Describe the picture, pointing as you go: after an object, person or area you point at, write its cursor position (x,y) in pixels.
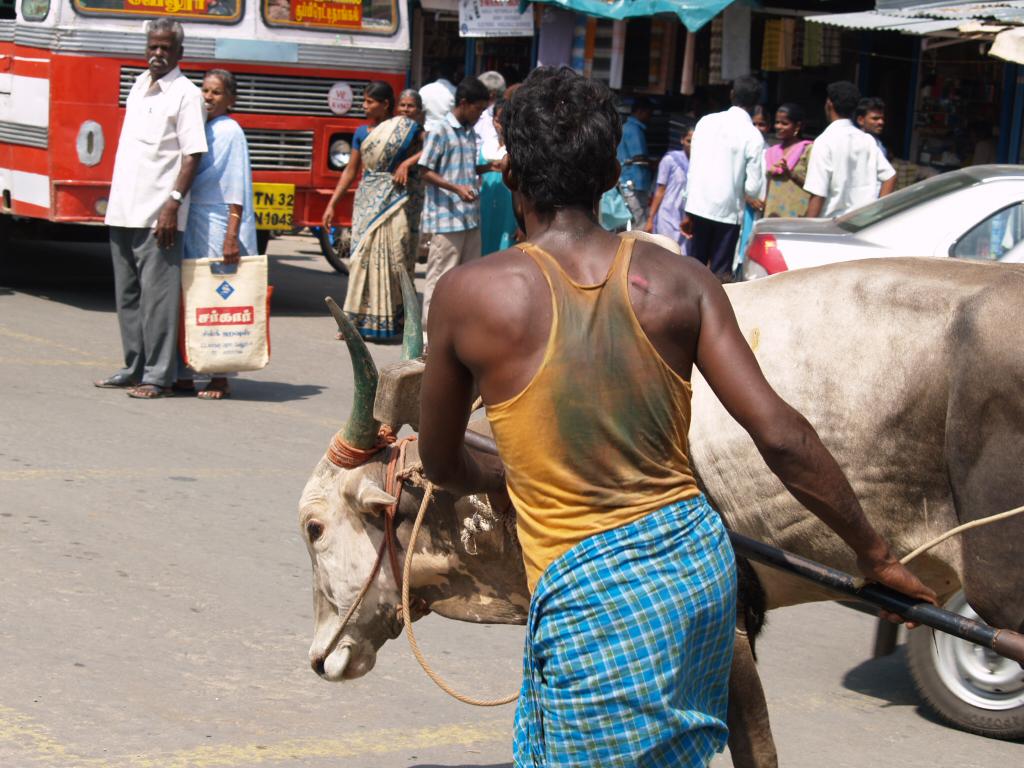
This image consists of many people (559,501) in the front (527,488) the man (526,561) holding a bullock cart (425,487) is walking. To the left (297,69), there is a bus (65,131) in red color. To the right (910,203), there is a car (978,213). At the bottom (148,618), there is a road (98,618).
